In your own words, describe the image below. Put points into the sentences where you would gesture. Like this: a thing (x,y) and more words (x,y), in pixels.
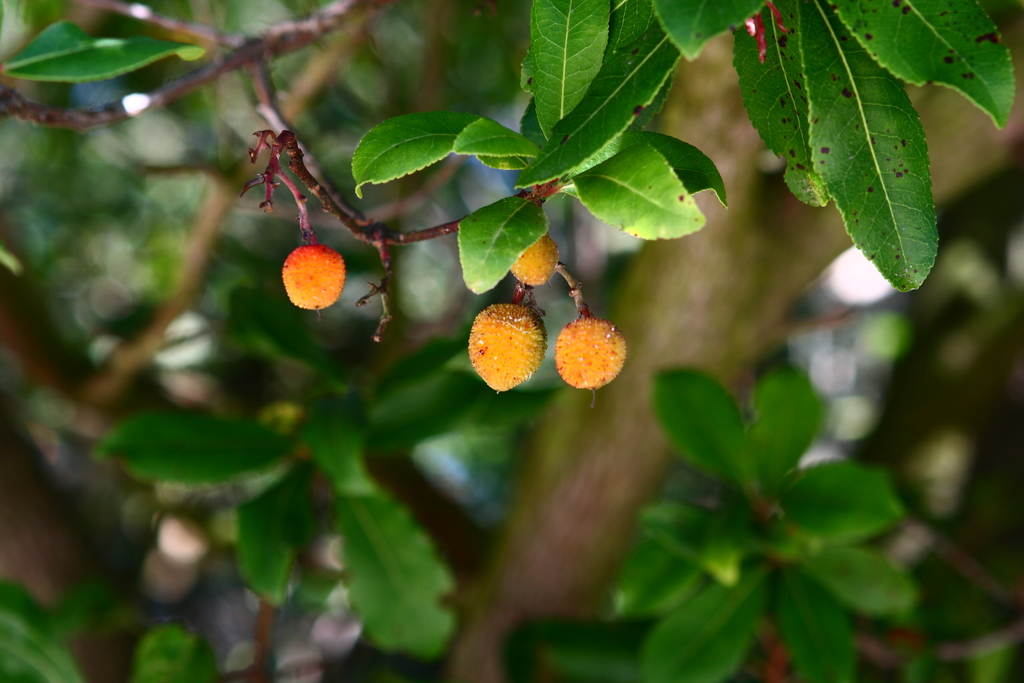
This image consists of a tree (686,368) along with green leaves (888,159). It looks like fruits (535,356).
